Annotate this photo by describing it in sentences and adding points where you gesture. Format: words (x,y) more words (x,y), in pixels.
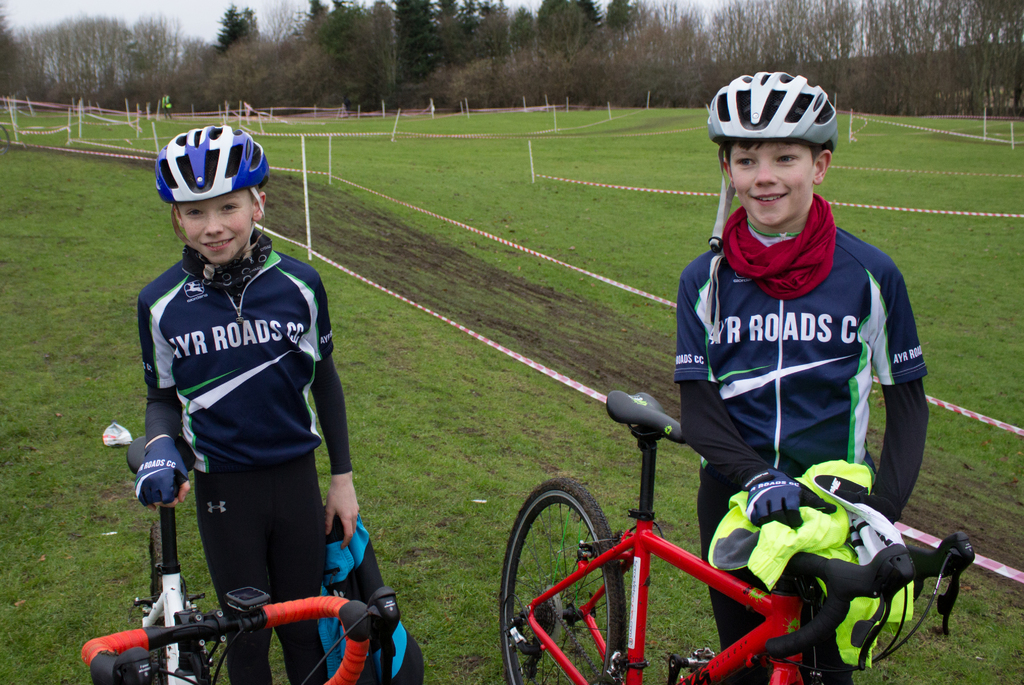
This picture shows two people (801,488) holding bicycles (602,534) and we see trees (900,82) around.
